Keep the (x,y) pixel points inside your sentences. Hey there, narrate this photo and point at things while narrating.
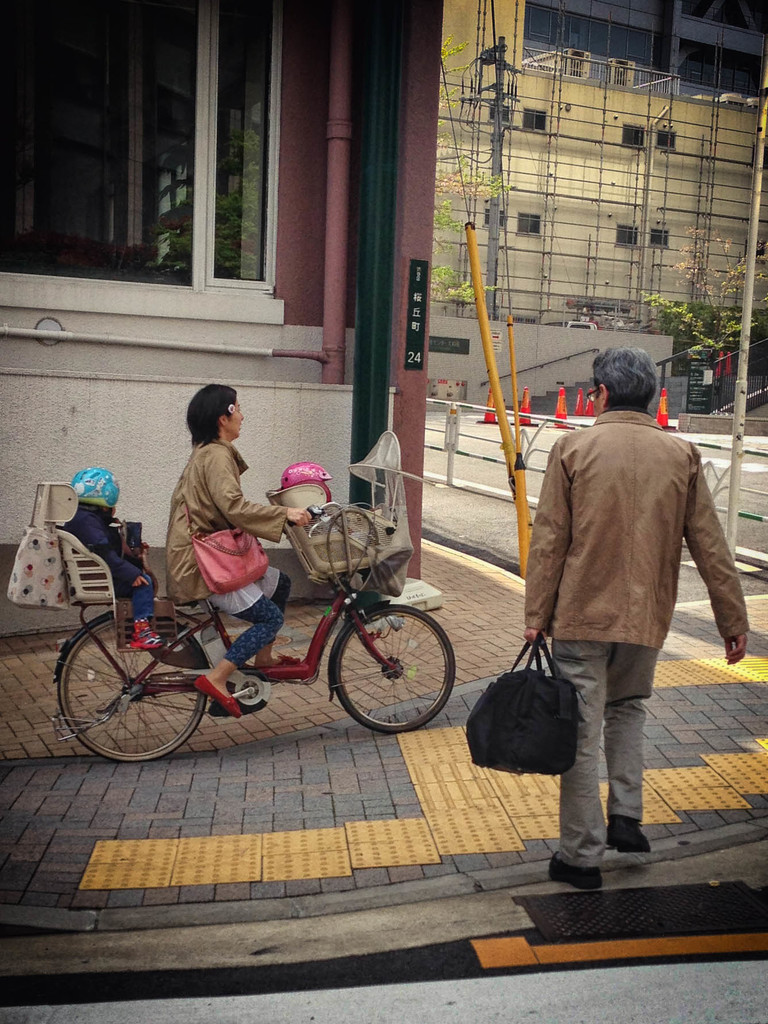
In this image i can see a man (605,530) walking, wearing a brown jacket (619,512) and holding a black bag (513,702), to the left of the image (218,531) i can a woman (205,525) cycling with her child (89,487) in the back seat (63,536). In the background (283,340) i can see buildings (520,212), trees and a window (89,157).
